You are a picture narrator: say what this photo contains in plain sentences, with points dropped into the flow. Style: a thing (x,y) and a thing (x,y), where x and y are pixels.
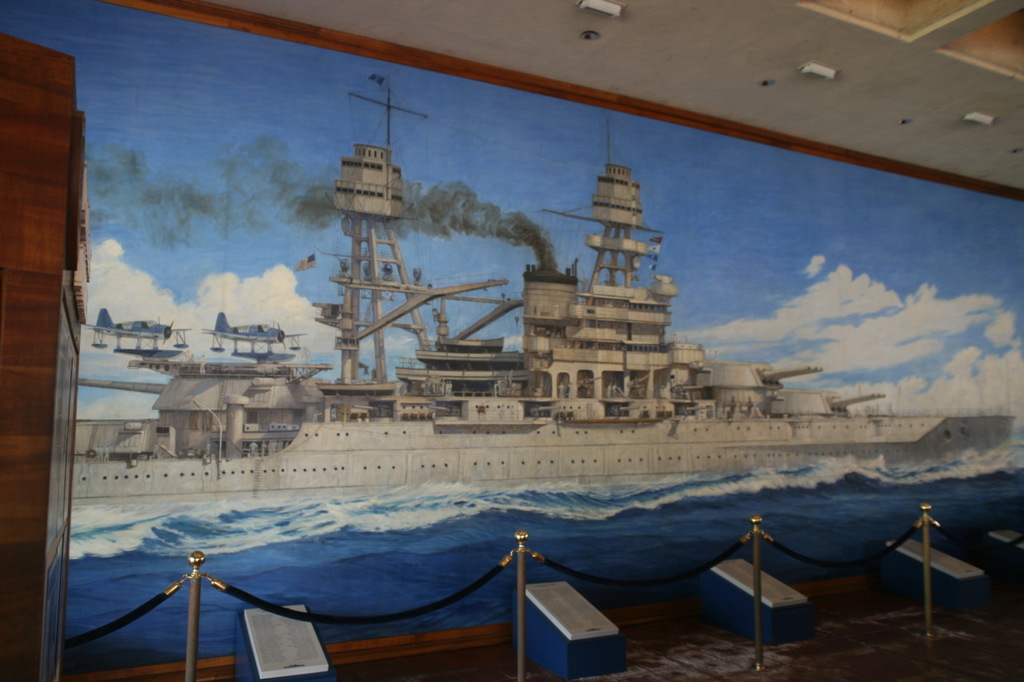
There is a rope fence (470,594). There is a huge photo frame (153,485) at the back (484,414) which has an image (484,414) of a ship (594,401) on the water (601,529). There is a cabinet (8,675) on the left (34,417).
